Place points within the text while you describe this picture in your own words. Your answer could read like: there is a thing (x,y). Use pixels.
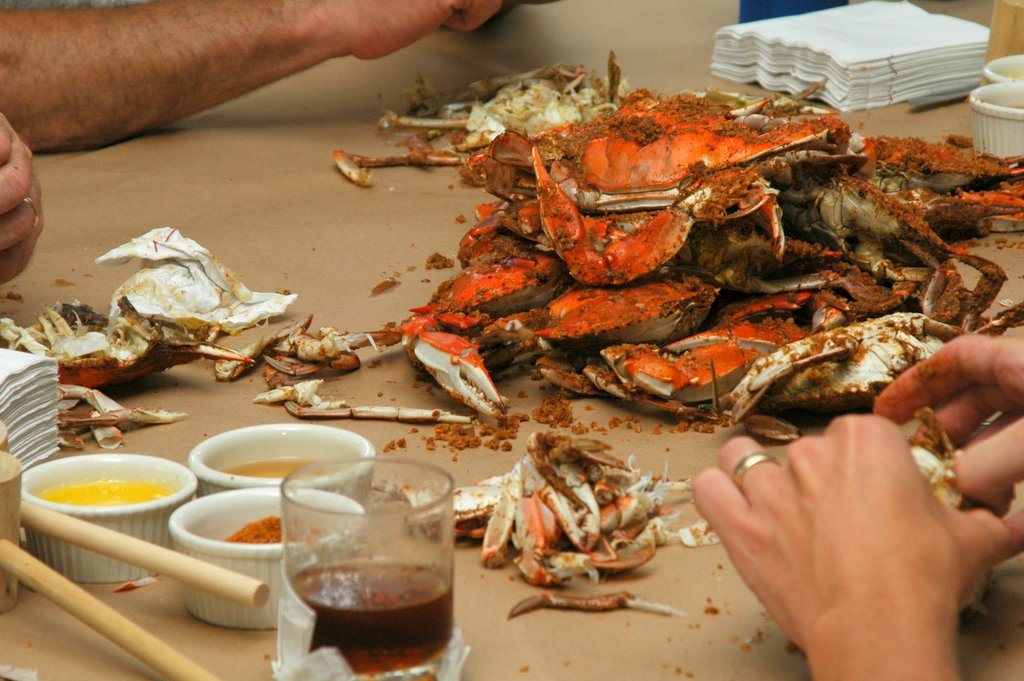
In this image, we can see crabs (563,107), tissues (852,54), bowls (232,484), spices (264,521) and a glass (400,611) with liquid (389,594) and some sticks (99,529) on the table (477,456). At the bottom (892,508), we can see a person's hands (927,510) holding a crabs (933,448) and we can see some other hands (97,98).
